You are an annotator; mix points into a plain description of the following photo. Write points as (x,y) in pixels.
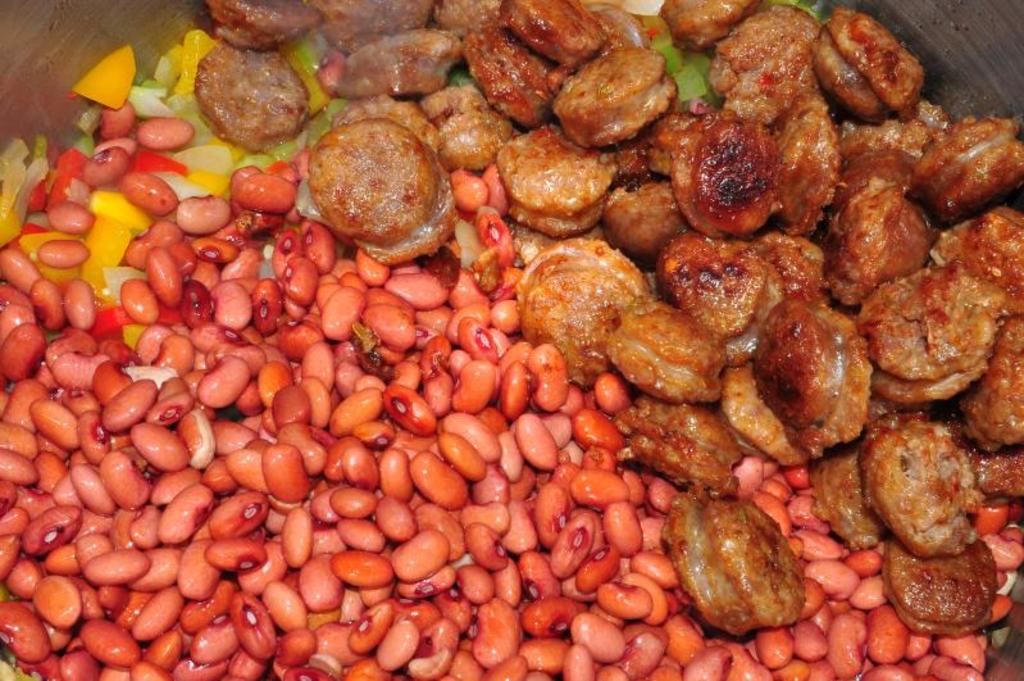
In the image there are kidney beans (285,390). And also there are some other food items (595,97) which are in brown and yellow color.
